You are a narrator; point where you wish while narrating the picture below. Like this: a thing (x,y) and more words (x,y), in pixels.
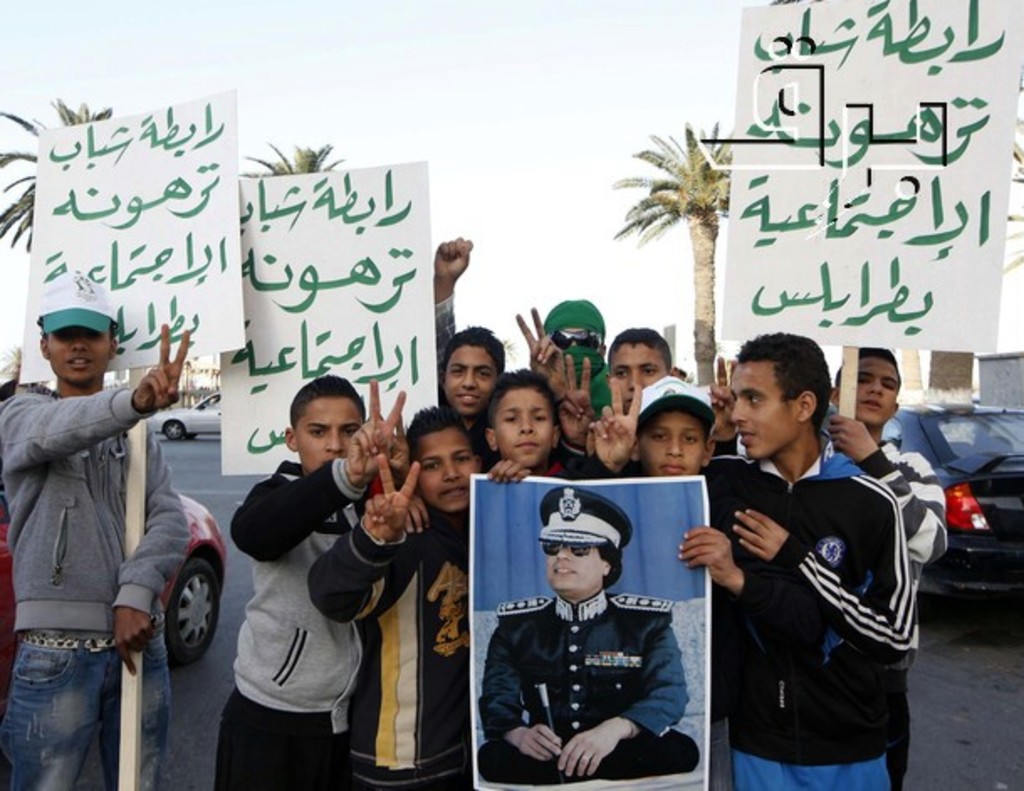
In this image we can see a group of children (492,430) holding boards (302,355). And some other holding posters (511,751) such as photographs (511,751) of one person (492,685). And we can see the trees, vehicles (957,458) and road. And we can see the sky (476,152).
